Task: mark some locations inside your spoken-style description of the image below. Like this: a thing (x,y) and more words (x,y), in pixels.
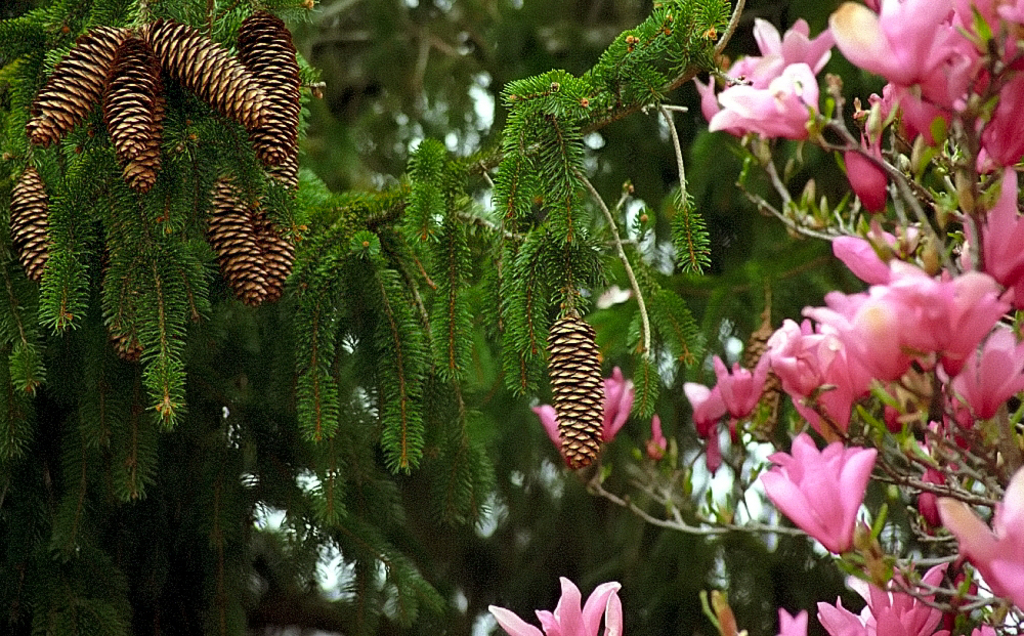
In this picture we can see few trees (348,270), on the right side of the image (921,89) we can see flowers (939,82).
